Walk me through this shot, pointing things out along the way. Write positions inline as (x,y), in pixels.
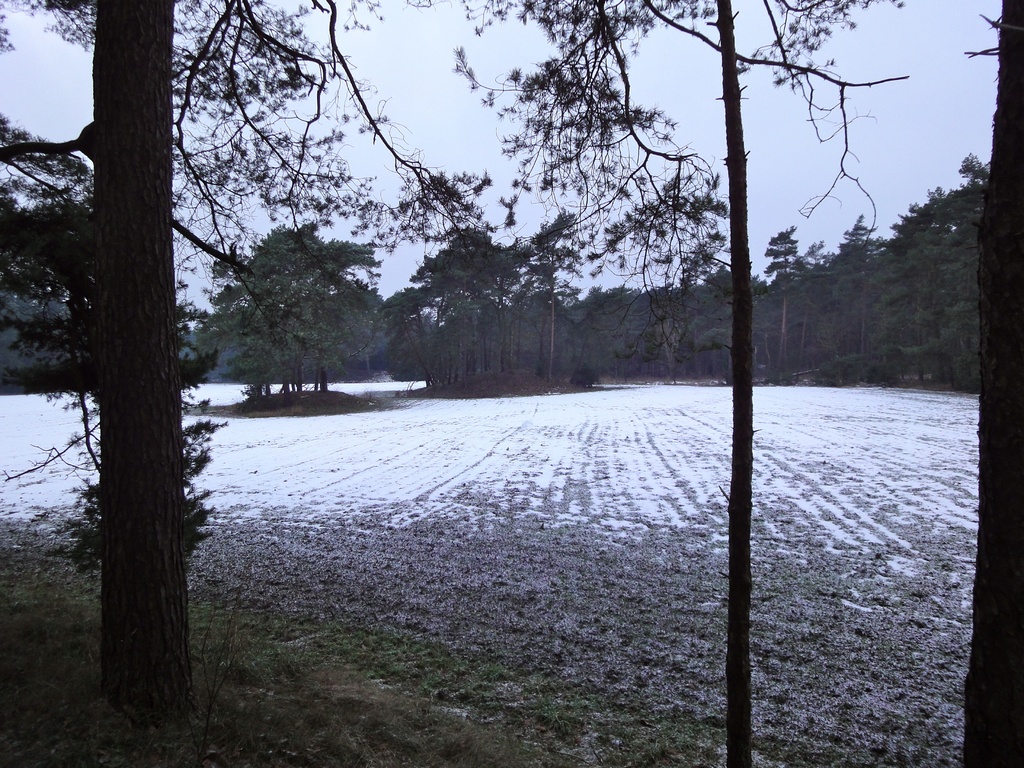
This image is clicked outside. At the bottom (517,602), there is a ground (493,518). In the background (277,320), there are many trees (236,351). At the top (406,85), there is a sky (412,99).
